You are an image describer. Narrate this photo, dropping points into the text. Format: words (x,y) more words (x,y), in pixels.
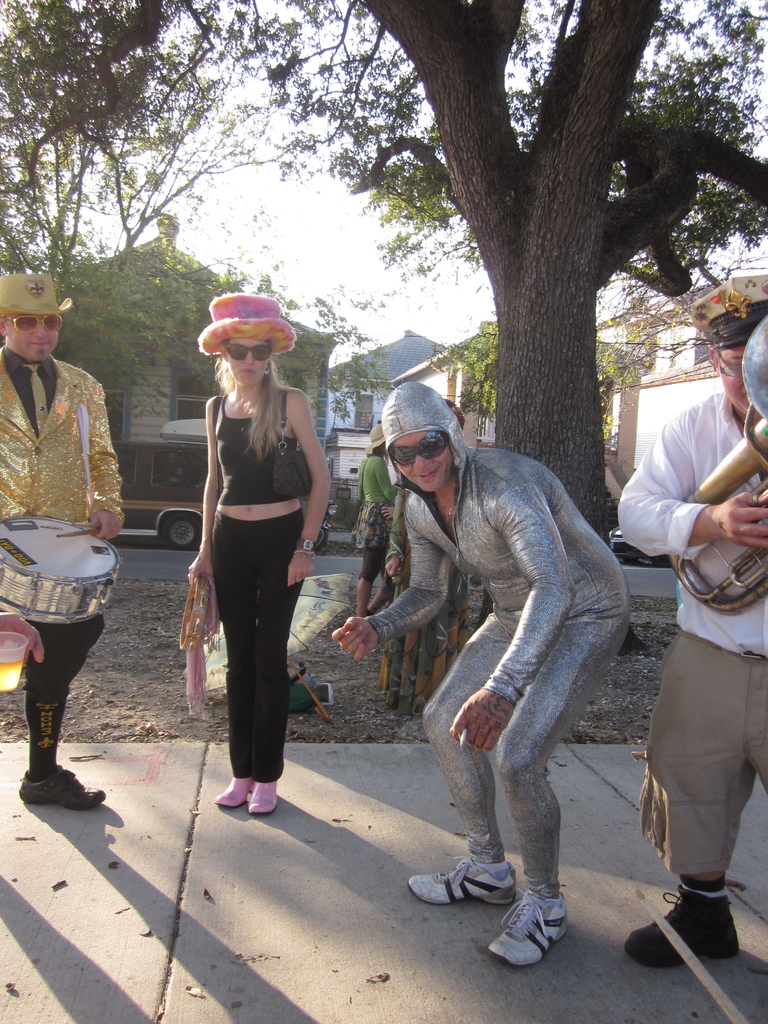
In this picture, there are four people (520,617). On the left side (58,445), there is a man (44,480) playing drum (79,600) who is wearing a gold suit (58,464). There is a woman (232,451) wearing black clothes (252,499) and a hat (228,319) on the head (238,379) and goggles (248,351) on the eyes (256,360). In the middle (429,504), there is a person (491,596) who is wearing a costume (526,663). On to the right (725,521), there is a man (710,403) who is wearing white shirt (727,442) playing a horn (741,445). There is a tree (526,288) at the background (543,341). Sky (326,242) is sunny. There is a house (411,360) and a vehicle (165,507) at the background (168,464).
